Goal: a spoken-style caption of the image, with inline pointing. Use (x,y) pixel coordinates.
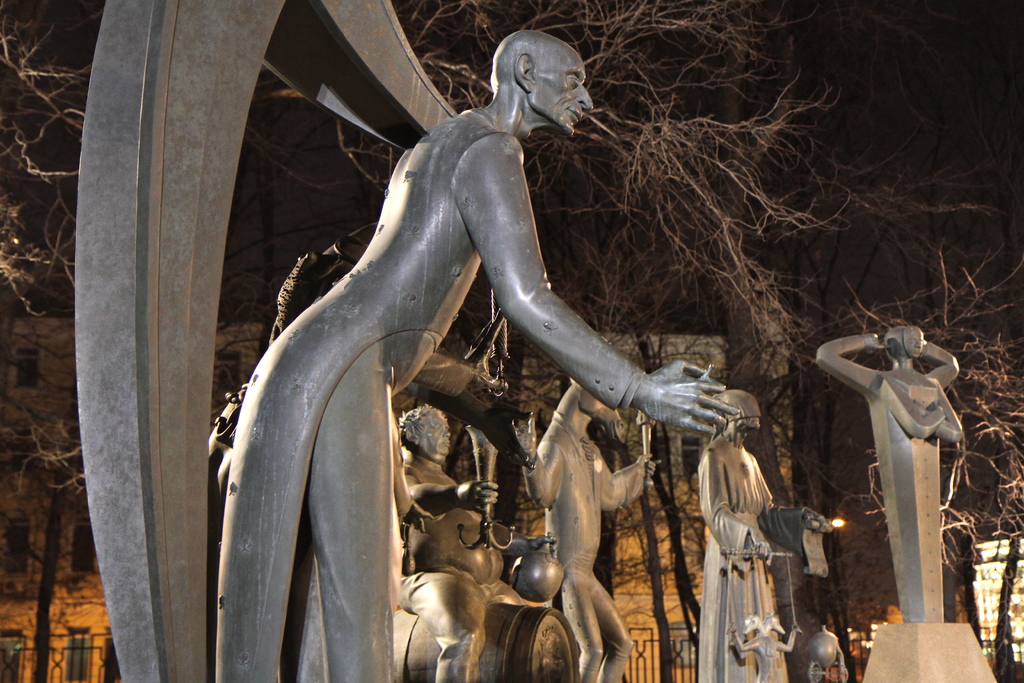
In the picture we can see some sculptures (562,434) which are gray in color and behind it we can see some dried trees (820,410) and building (35,552) with windows (21,537) and railing (675,647) around it.
